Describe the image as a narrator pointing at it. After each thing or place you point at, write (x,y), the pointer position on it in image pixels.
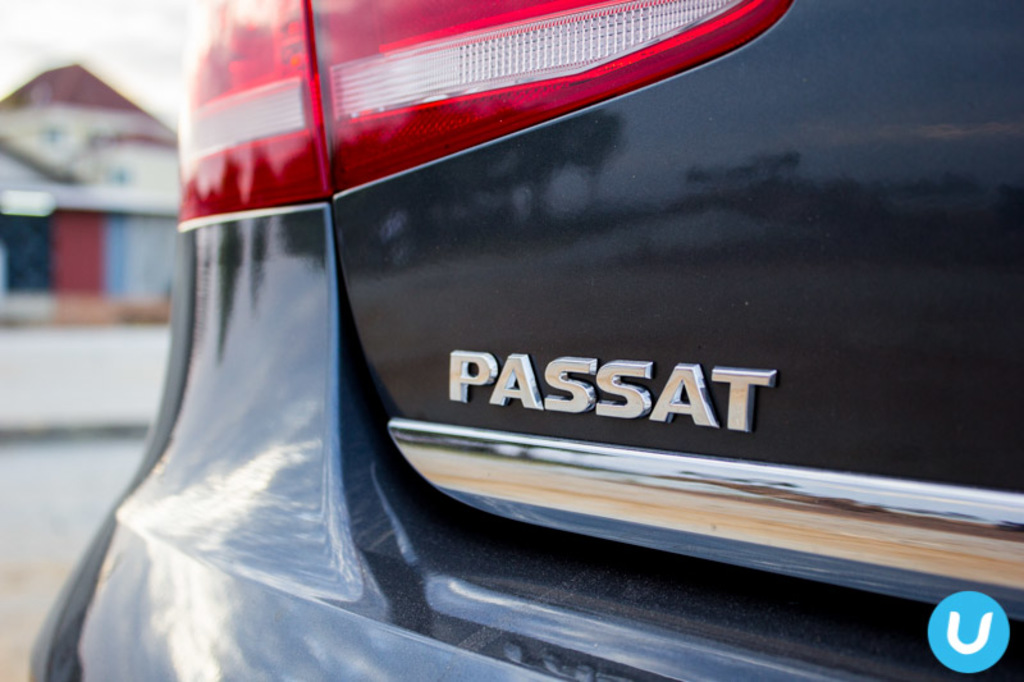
In this picture I can see there is a tail lamp (709,43) of the car (648,432) and there is a logo (711,412) and the backdrop (49,208) there is a building (88,282) and it is blurred.
